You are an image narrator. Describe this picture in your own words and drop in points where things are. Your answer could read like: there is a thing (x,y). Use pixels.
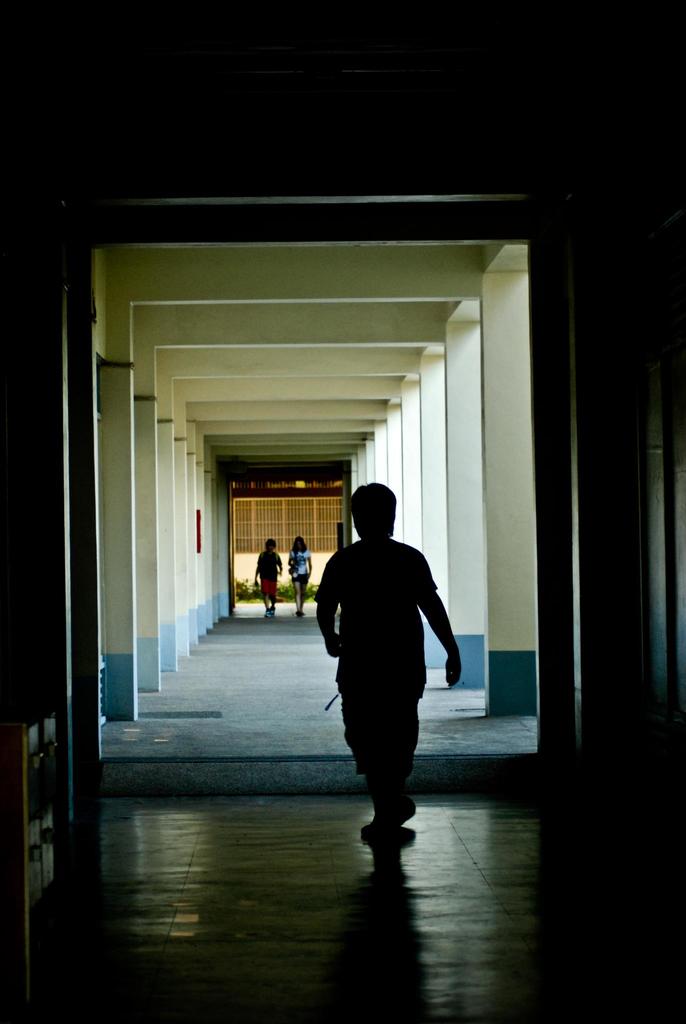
In this picture we can see three persons (393,698) are walking, in the background (281,583) there are some plants (241,593) and grilles (285,517), it is an inside view of a building (121,519).
